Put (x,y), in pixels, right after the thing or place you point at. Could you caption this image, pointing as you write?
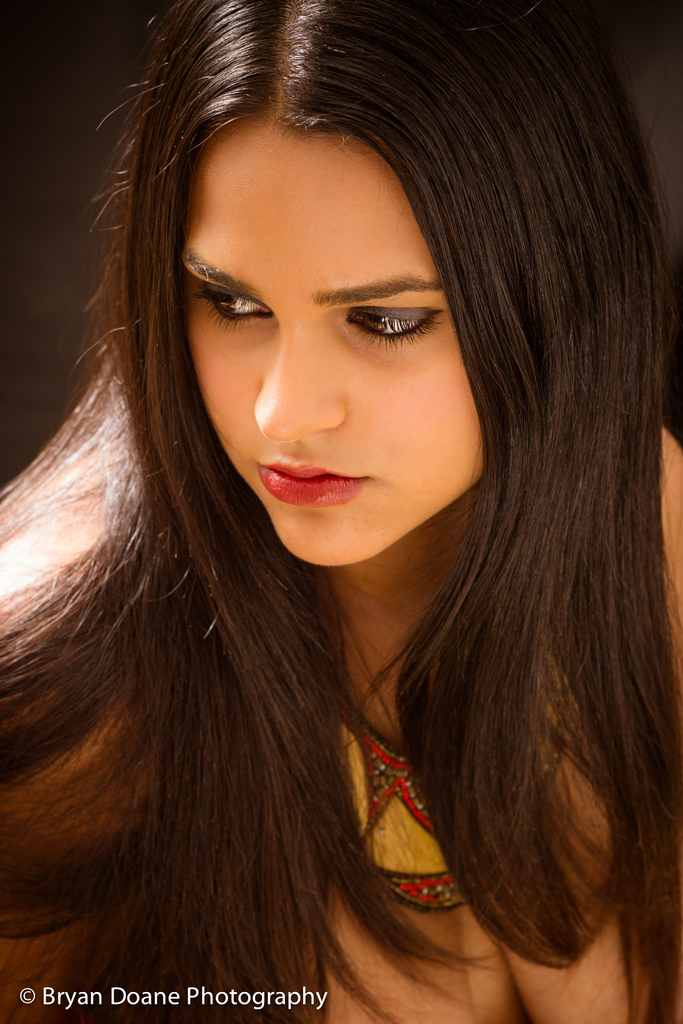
In this image, I can see the woman (371,961) with the necklace (405,780). At the bottom of the image (22,992), this is the watermark (126,992). The background (114,50) looks blurry.
